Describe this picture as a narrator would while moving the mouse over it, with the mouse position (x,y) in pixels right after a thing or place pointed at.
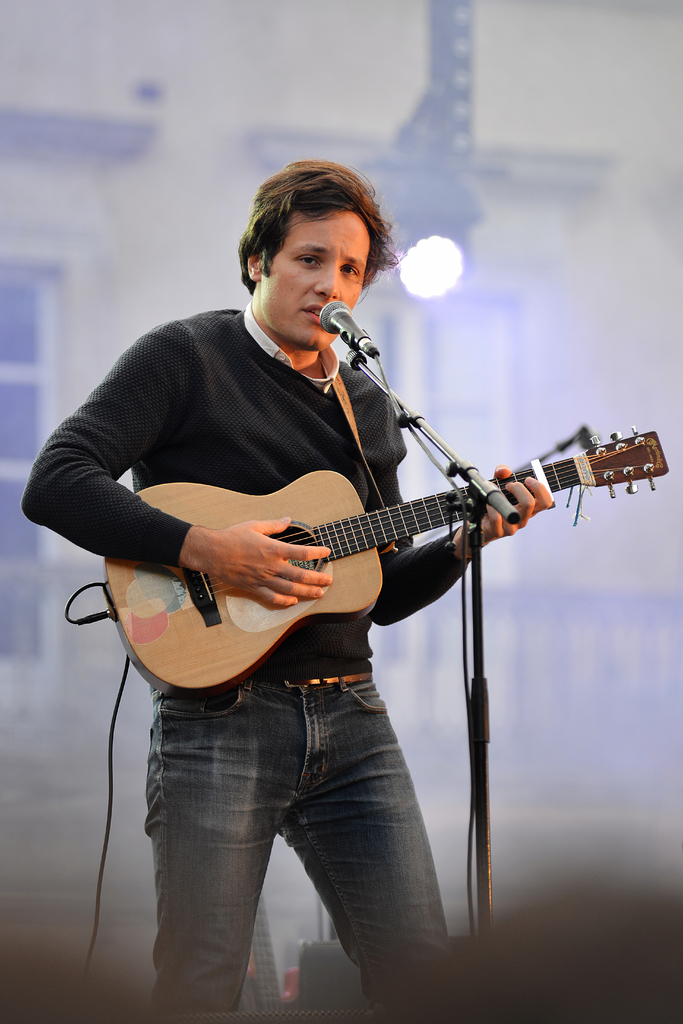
In the image we can see there is a man (364,811) who is standing and he is holding a guitar (375,554) in his hand (543,498). In Front of him there is mike (340,319) with a stand (352,363) and the background (74,790) is blurry.
